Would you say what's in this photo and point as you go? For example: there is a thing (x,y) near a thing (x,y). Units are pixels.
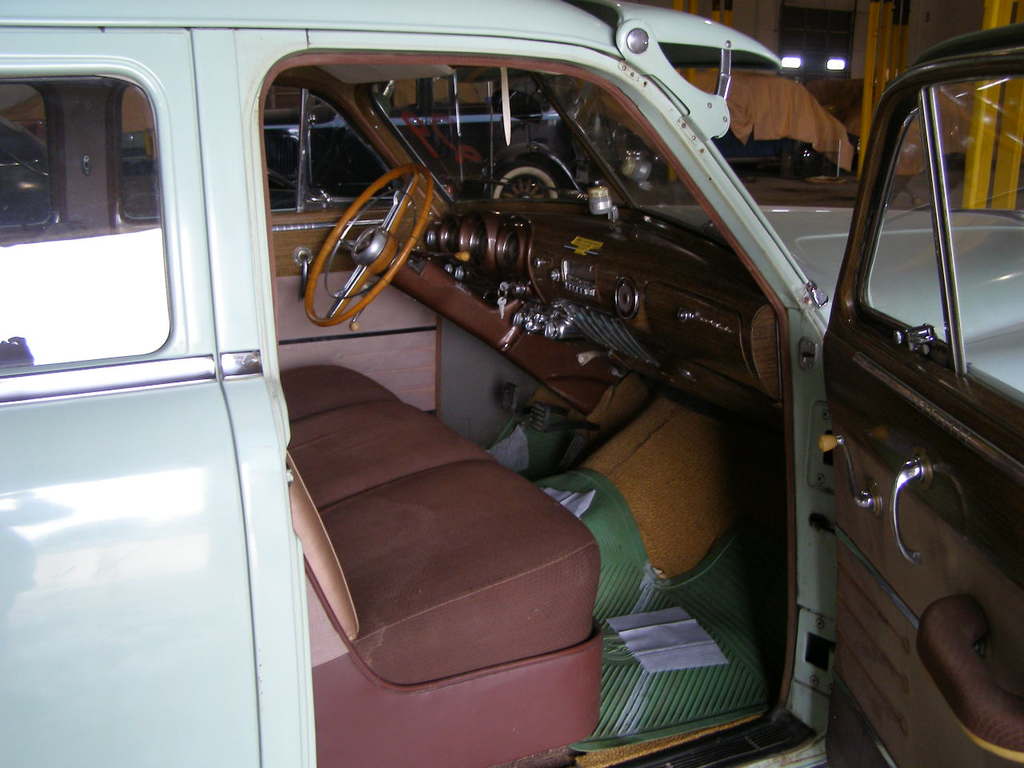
In the image we can see a vehicle (552,83). Behind the vehicle (486,76) there are some vehicles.
